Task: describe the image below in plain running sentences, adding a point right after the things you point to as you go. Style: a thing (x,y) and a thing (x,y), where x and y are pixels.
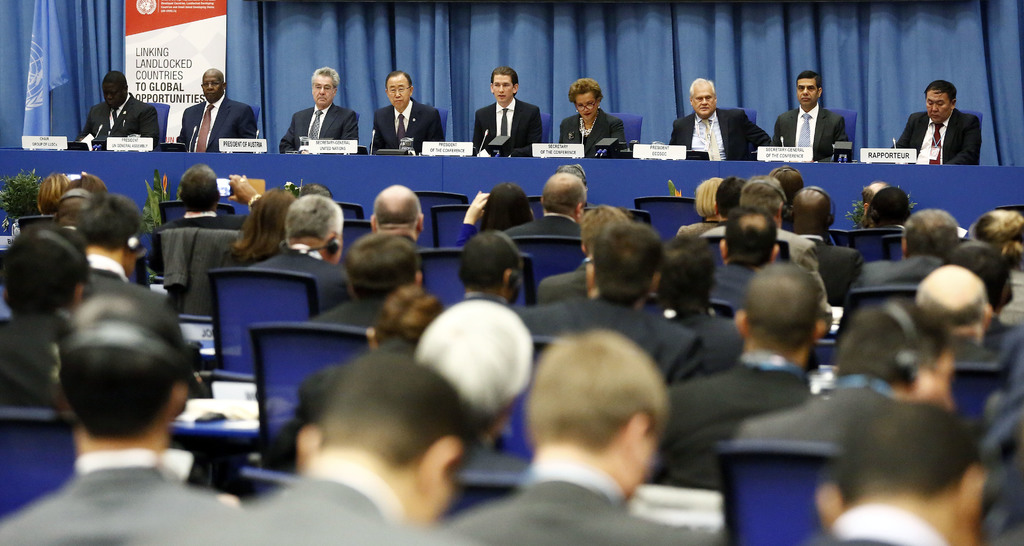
In this picture I can observe some people (242,259) sitting on the chairs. Most of them are wearing coats (515,144). I can observe name boards (893,155) placed on the desk (89,159) in the top of the picture (131,143). In the background (624,57) I can observe blue color curtains (554,67).
